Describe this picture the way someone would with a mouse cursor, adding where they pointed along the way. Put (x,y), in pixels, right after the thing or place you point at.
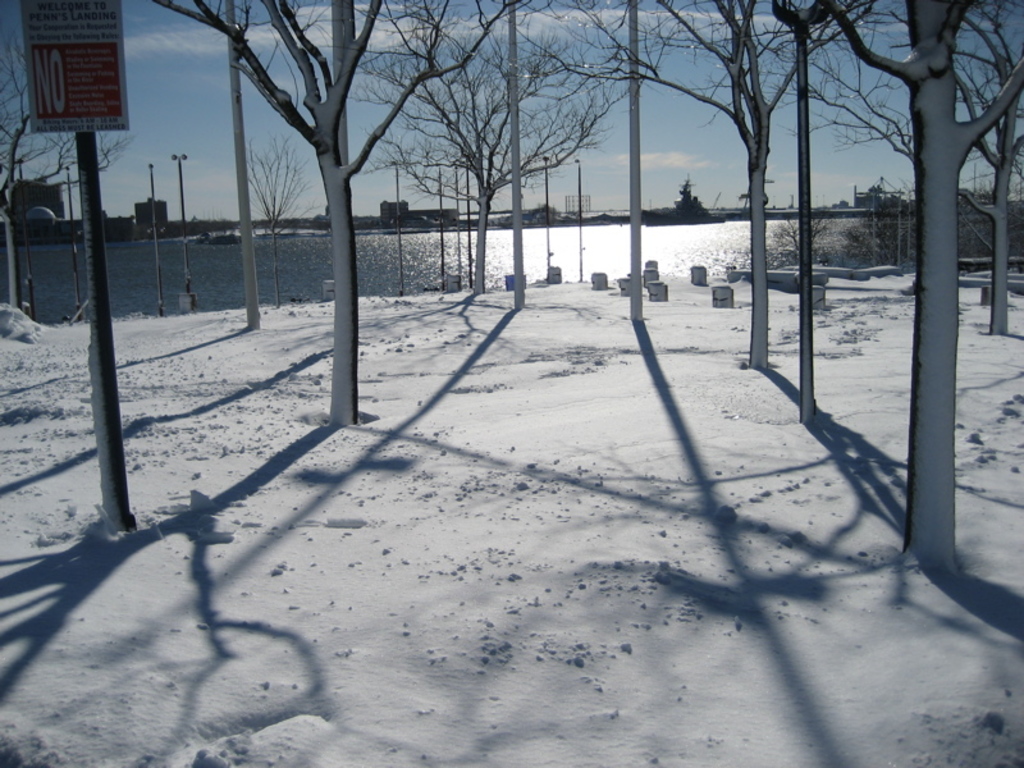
In this image we can see trees (958,153) and land (739,504) covered with snow (481,608). Background of the image (223,248) sea (643,230) is there. Left side of the image (74,92) one sign board (80,118) is present with pole (102,306).
